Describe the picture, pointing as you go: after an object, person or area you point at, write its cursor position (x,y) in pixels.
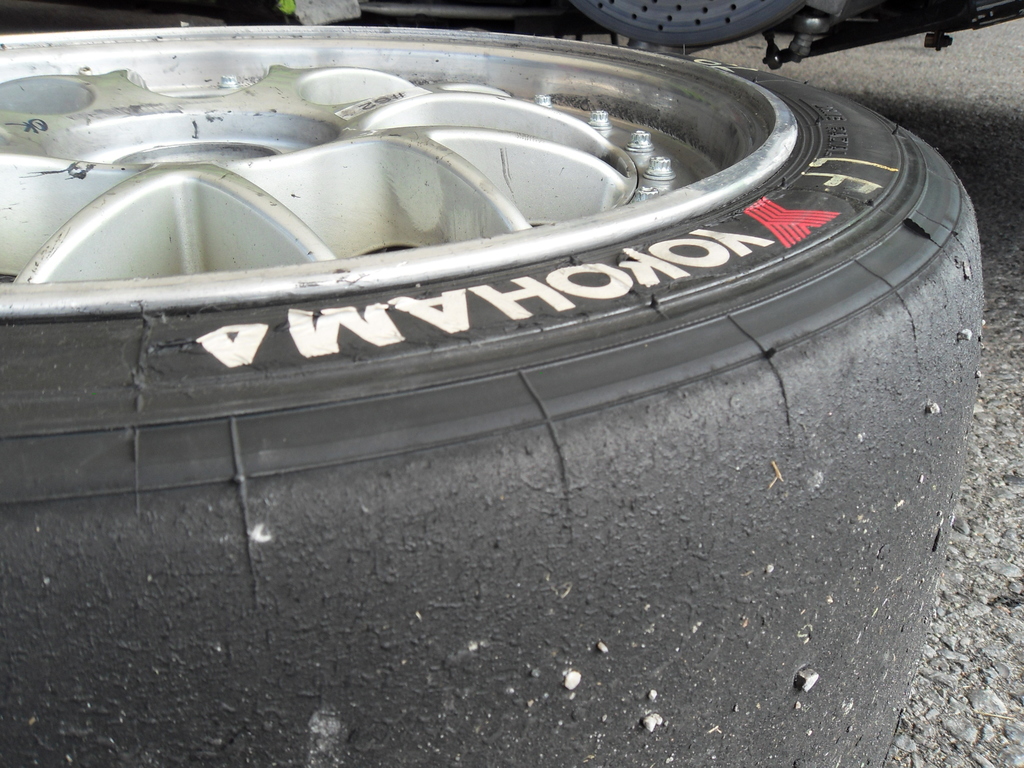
In the picture we can see a part of the tire (407,551) with a rim (76,116) and on the tire (90,528) we can see a name YOKOHAMA (523,313).
